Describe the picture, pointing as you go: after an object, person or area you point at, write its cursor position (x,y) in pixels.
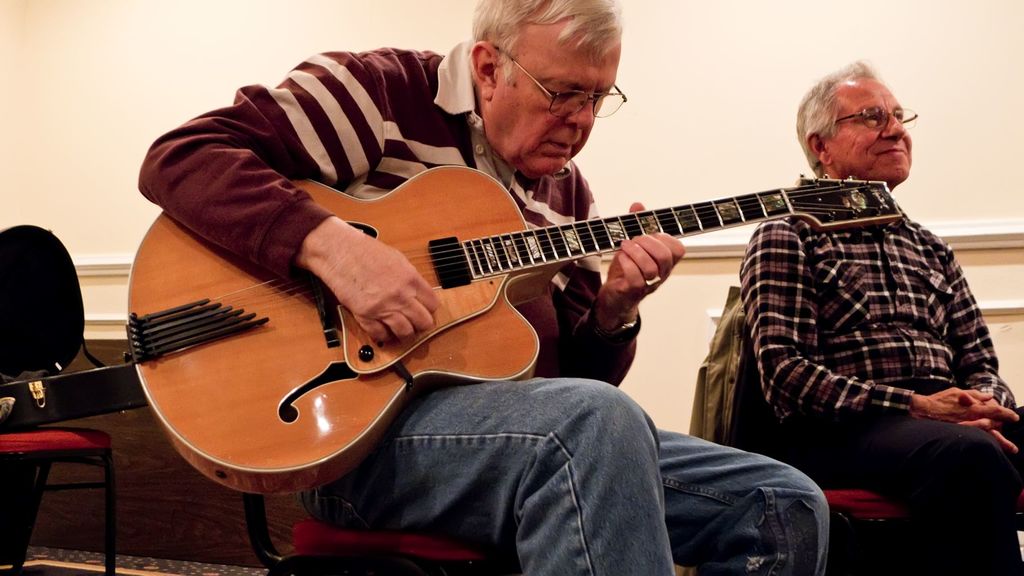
In this picture we can see an old man (635,319) sitting on a chair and playing a guitar (292,342). Here we can see an other man (801,342) sitting on a chair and holding a smile on his face (887,159). These both men (858,142) wear spectacles (873,121). On the background (909,73) this is a wall (645,47).
